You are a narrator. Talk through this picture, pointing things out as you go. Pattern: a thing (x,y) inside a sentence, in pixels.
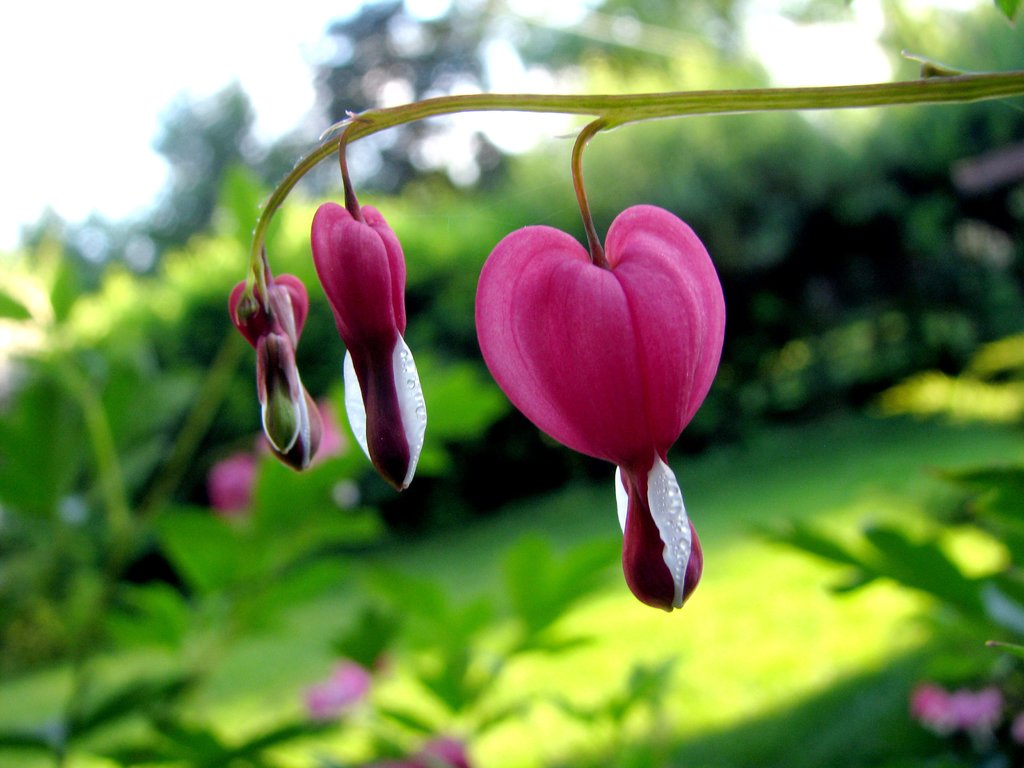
In this image we can see buds (583,267), stem (914,99), grass (516,756), plants (15,502), and flowers (934,718). There is a blur background (705,39) and we can see trees (867,253).
